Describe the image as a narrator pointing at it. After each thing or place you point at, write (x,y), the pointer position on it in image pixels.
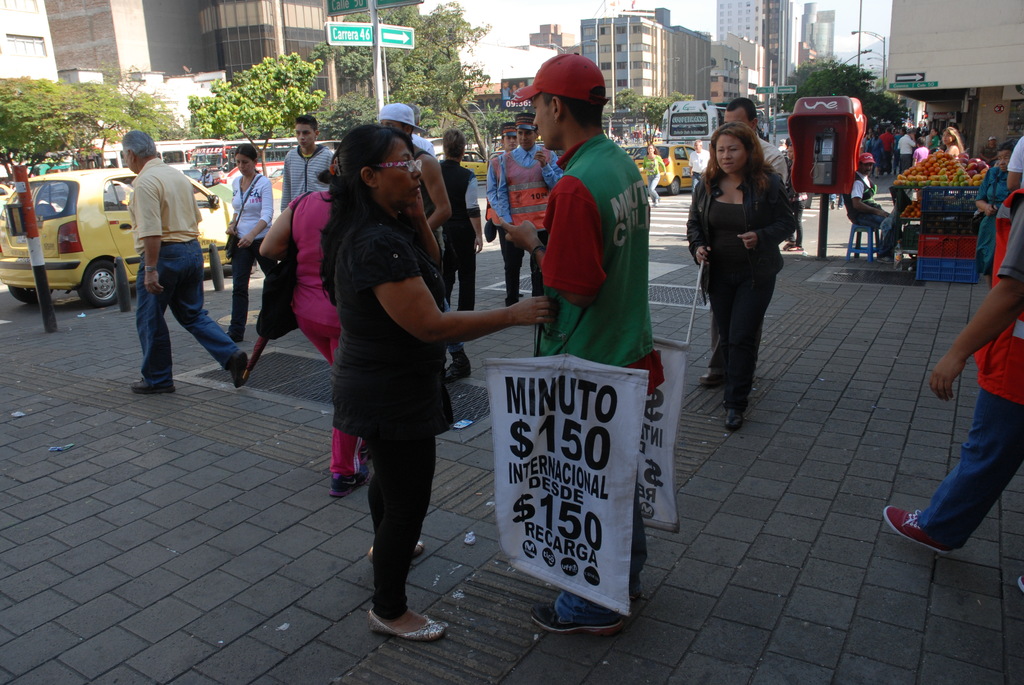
In this image, we can see a group of people (389,582). Few are standing and walking. Here we can see banners (585,491), poles (824,206), buildings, trees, vehicles (20,289), sign boards (366,26). On the right side of the image (862,192), we can see a person (858,204) is sitting on the stool (871,245).
